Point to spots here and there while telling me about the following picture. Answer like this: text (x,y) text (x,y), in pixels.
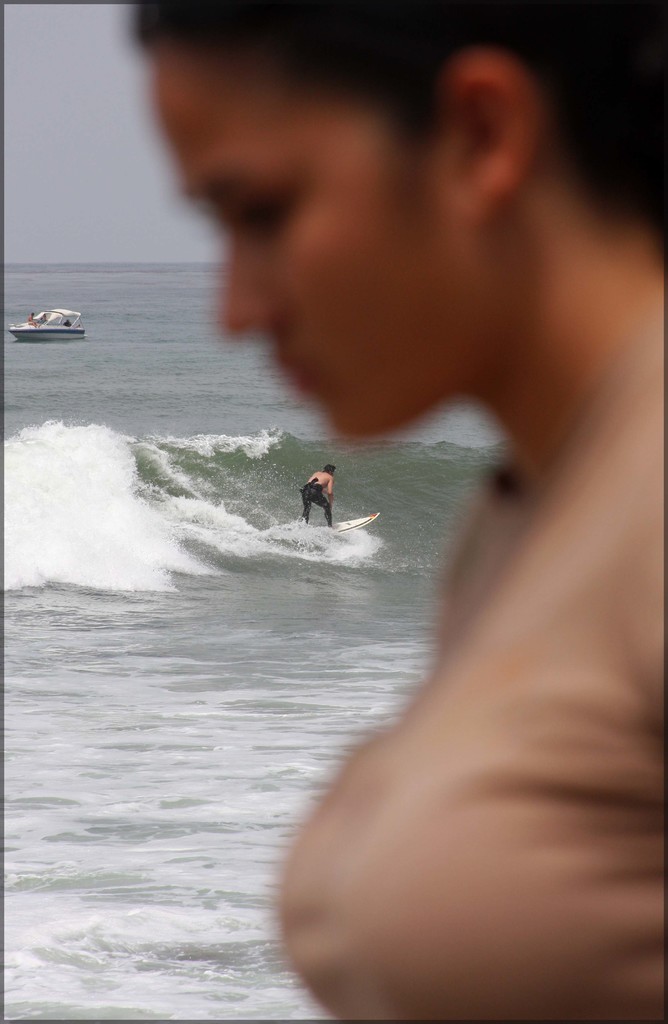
In this picture there is a woman (604,692) in the right corner (605,639) and there is a person (328,494) surfing in water (282,511) beside her and there is a boat (49,328) on the water (80,305) in the left corner (57,320).
